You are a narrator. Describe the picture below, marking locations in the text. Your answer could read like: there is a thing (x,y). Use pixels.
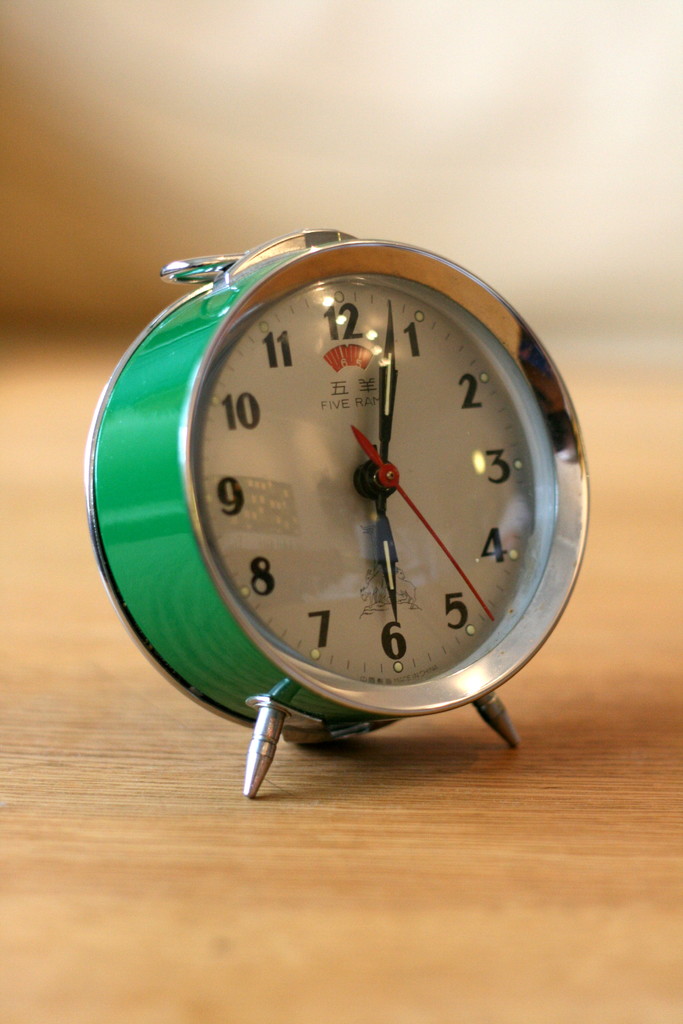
There is a green color clock (226,523) on the wooden surface (398,815). In the background (389,150) it is blurred.
